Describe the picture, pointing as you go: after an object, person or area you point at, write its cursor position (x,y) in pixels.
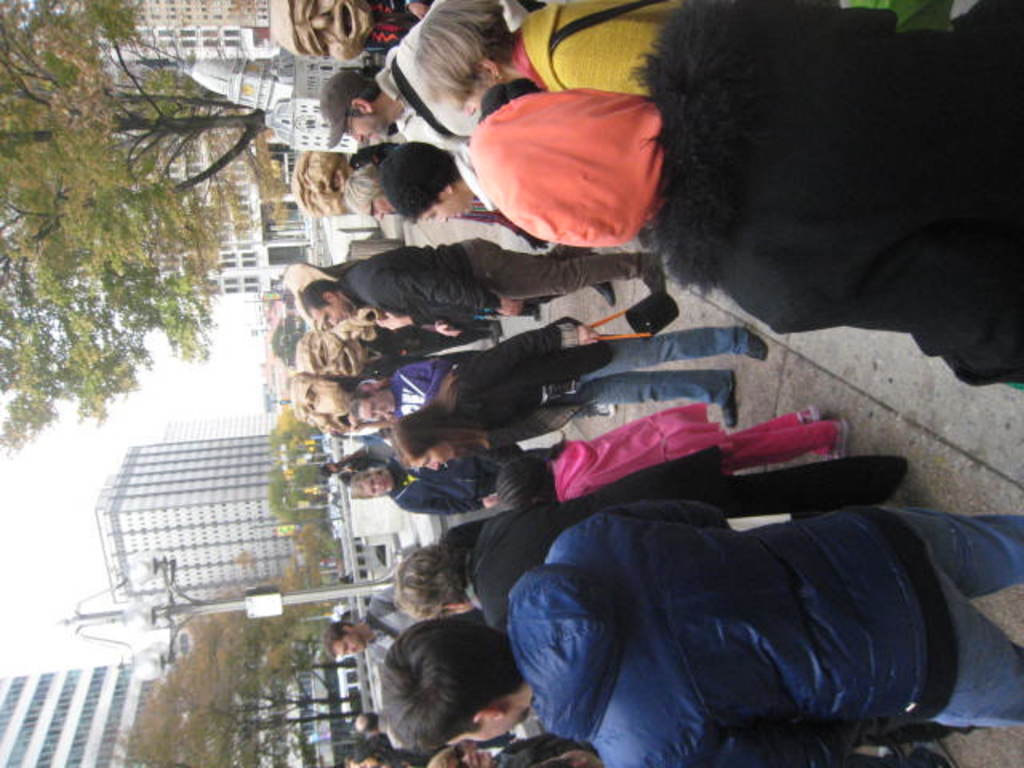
In the image there are many people (575,181) standing in a street (644,294) and in the back (179,531) there are many buildings (195,438) with trees (234,154) in front of it, this is rotated image.
